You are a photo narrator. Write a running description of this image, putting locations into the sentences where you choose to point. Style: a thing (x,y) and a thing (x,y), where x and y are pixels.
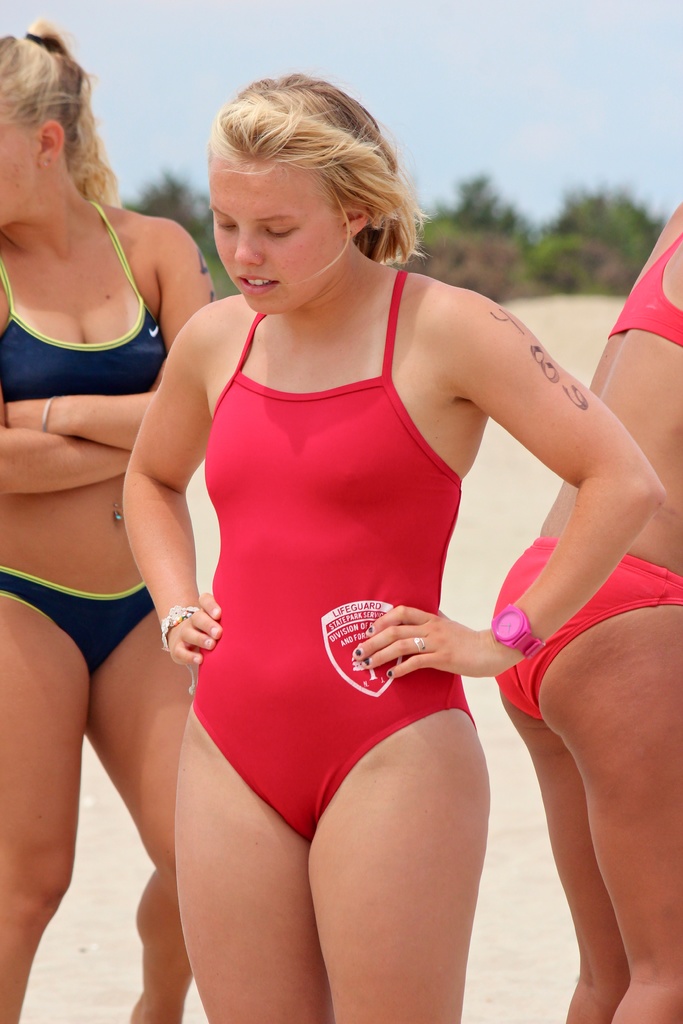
In this picture I can see 3 women (322,337) standing in front (10,340) and I see that they're wearing swimming suits (389,355). In the background (647,193) I can see the trees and the sky (108,61) and I see that it is blurred in the background (413,143).
